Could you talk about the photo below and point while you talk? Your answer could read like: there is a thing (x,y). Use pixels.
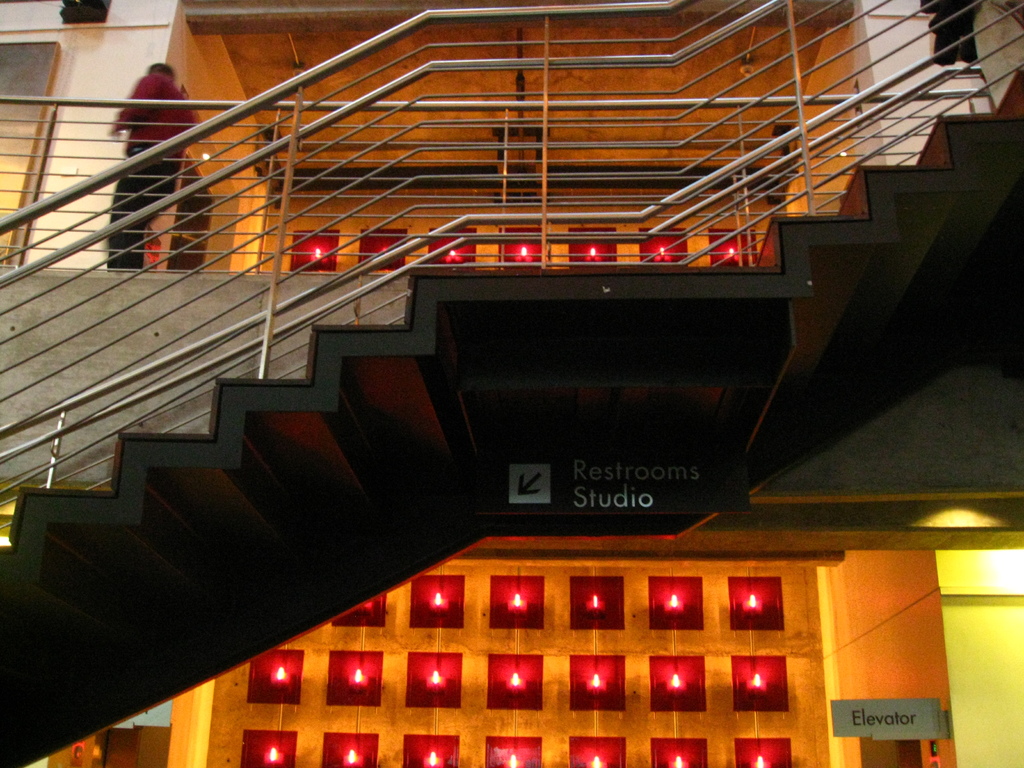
Here is a person (144,131) standing. These are the stairs (866,217) with the staircase holders (538,106). This is the board (555,483), which is hanging to the roof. This looks like a decorated wall (702,666).
